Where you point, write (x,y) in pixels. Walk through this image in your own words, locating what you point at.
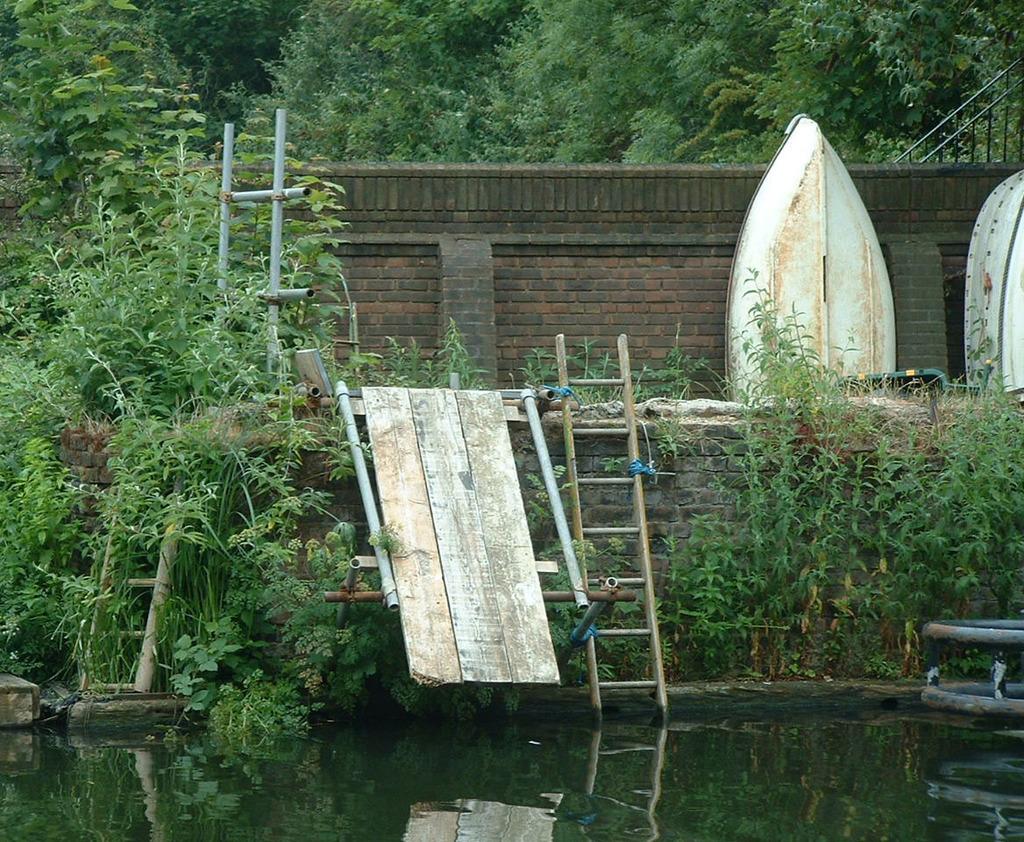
This is water (668,780). Here we can see plants (215,409) and ladders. In the background (702,236) there is a wall (609,300) and trees (862,39).
